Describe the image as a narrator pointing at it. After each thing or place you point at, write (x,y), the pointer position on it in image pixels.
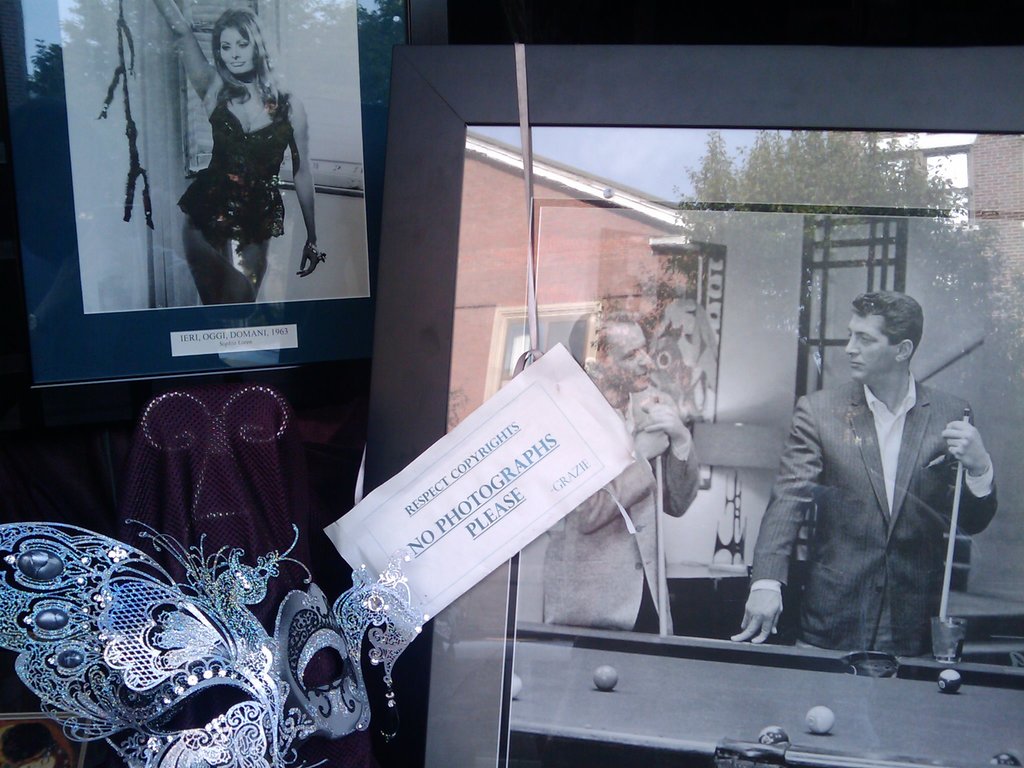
On the right side (865,310) it is a photo (698,611). In this image a man (788,448) is standing near the billiards game table (786,710), he wore a coat (842,520). In the left side (288,203) it's an image (275,105) of a woman (228,217).
